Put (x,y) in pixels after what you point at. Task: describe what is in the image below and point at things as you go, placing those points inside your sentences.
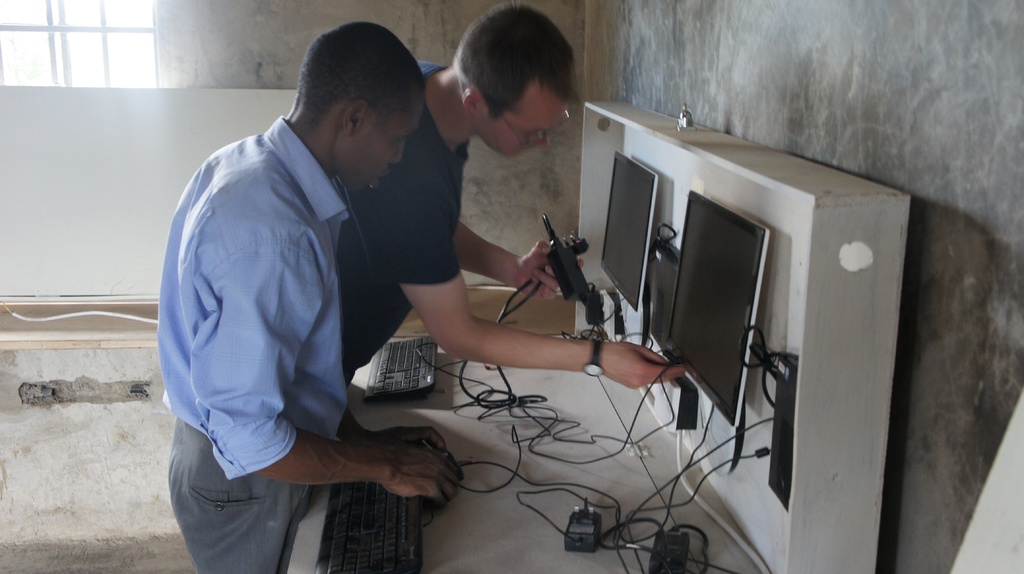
In the picture I can see two men (323,340) standing on the floor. I can see a man (327,301) wearing a shirt (288,221) and he is holding the mouse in his hand (427,452). I can see another man (464,68) wearing a T-shirt (453,192) and he is fixing the cables (714,451). I can see the computer monitors (629,257) on the wooden walls (603,216). I can see the keyboards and cables (583,499) on the wooden table (574,502). I can see the glass window (87,54) on the top left side of the picture (61,31).
